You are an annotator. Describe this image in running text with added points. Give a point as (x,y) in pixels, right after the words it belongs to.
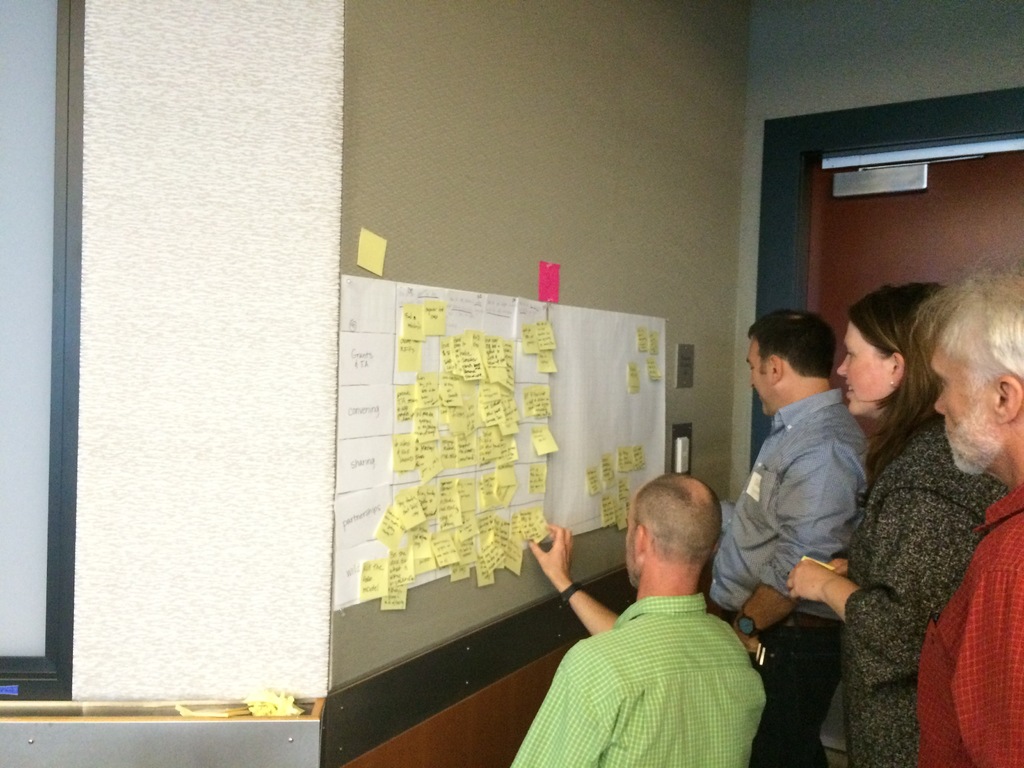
In the image we can see there are four people (807,619) wearing clothes (727,642). In front of them there is a wall (475,85) and white charts (461,427) are stuck to the wall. Here we can see yellow stickers (429,552) and a door (871,237).
